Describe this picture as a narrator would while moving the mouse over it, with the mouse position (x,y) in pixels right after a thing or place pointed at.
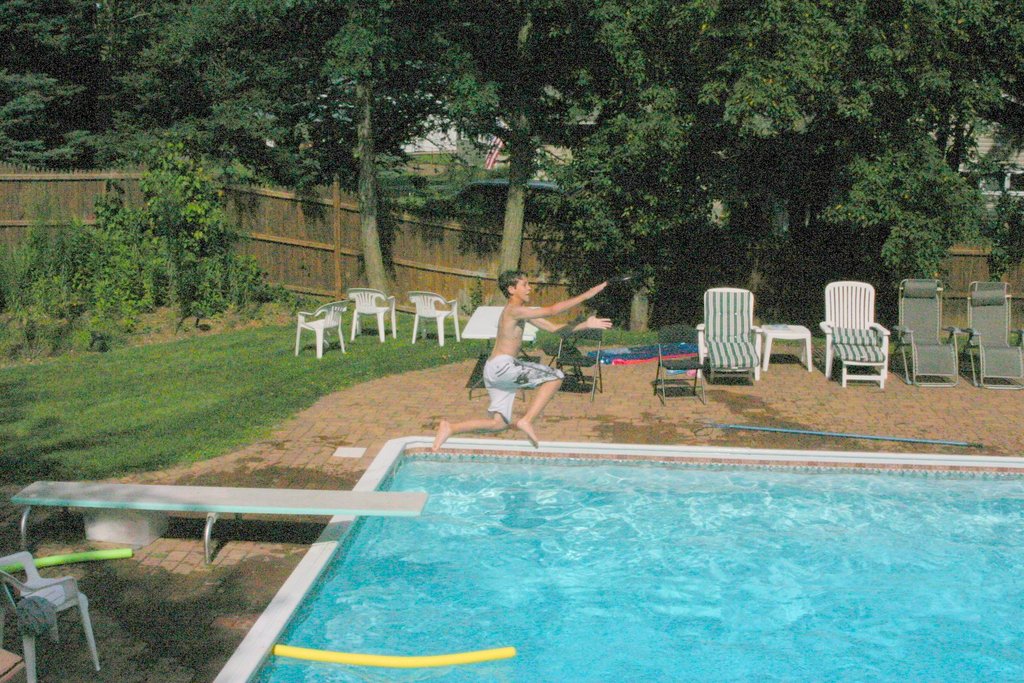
In this image, we can see some trees (614,83), chairs (984,323) and plants (171,206). There is a jumping platform (216,497) on the left side of the image (203,494). There is a kid (522,320) jumping in a pool (607,536).
